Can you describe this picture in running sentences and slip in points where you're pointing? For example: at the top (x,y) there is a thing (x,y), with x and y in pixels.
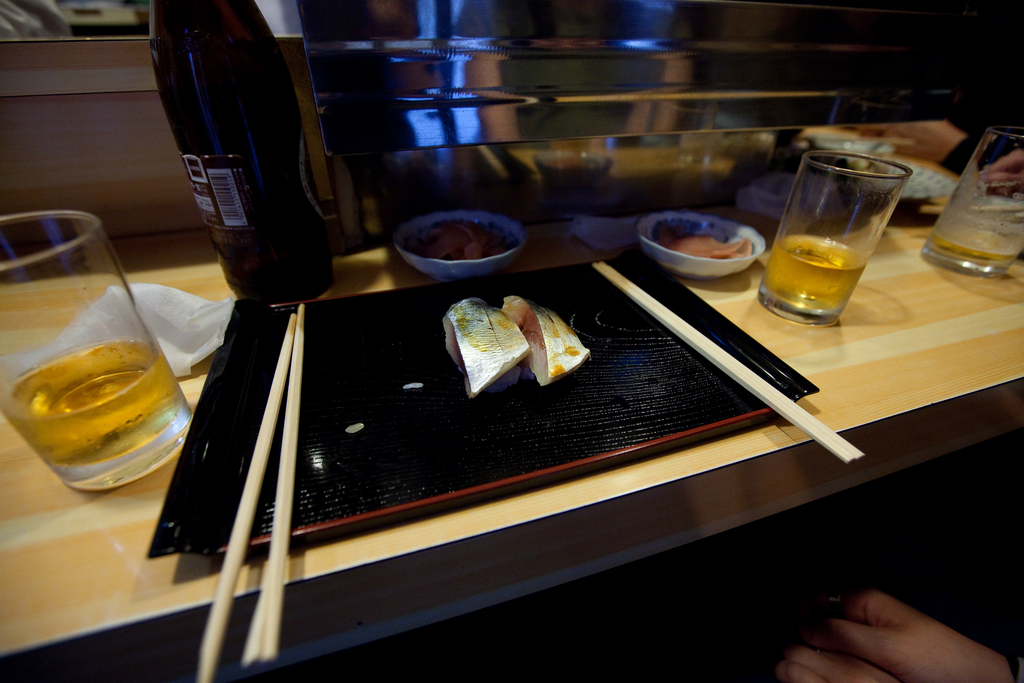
In this picture we can see couple of glasses (1011,223), bowls (449,266), tissues (151,327), bottle (255,268), sticks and some food (477,255) on the table (942,306), and also we can see a person (823,598) in front of the table (958,302).
